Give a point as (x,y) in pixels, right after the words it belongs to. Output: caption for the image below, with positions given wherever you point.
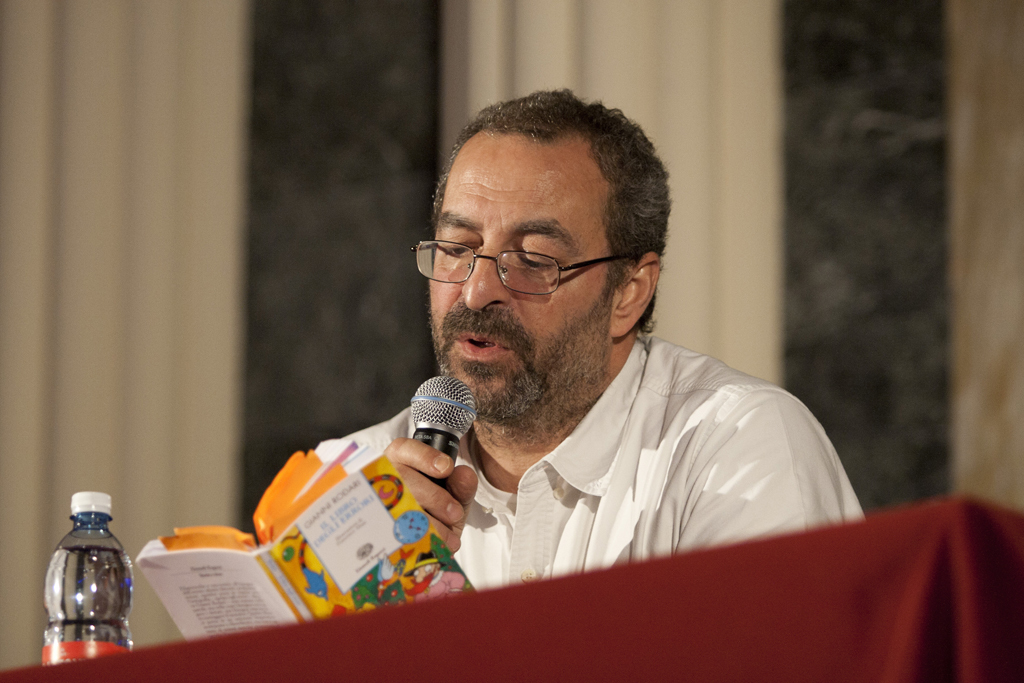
In this image I can see the person (622,484) wearing the white color dress (601,502) and holding the mic (427,415). In-front of the person (659,488) I can see the book (381,461) and the bottle (129,592). And I can see the black and cream background (635,88).
